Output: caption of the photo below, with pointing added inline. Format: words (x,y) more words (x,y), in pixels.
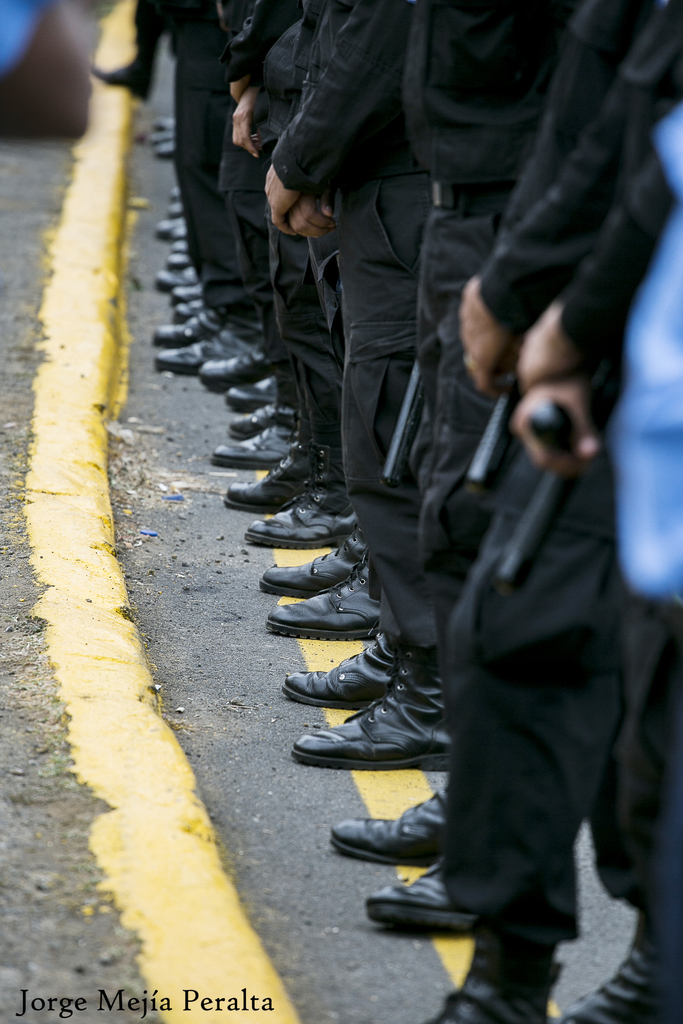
In this image there are people (366,362) standing on the road (284,942). Few people (470,708) are holding the batons (505,566) in their hands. Right side (668,368) there is an object (656,437).
